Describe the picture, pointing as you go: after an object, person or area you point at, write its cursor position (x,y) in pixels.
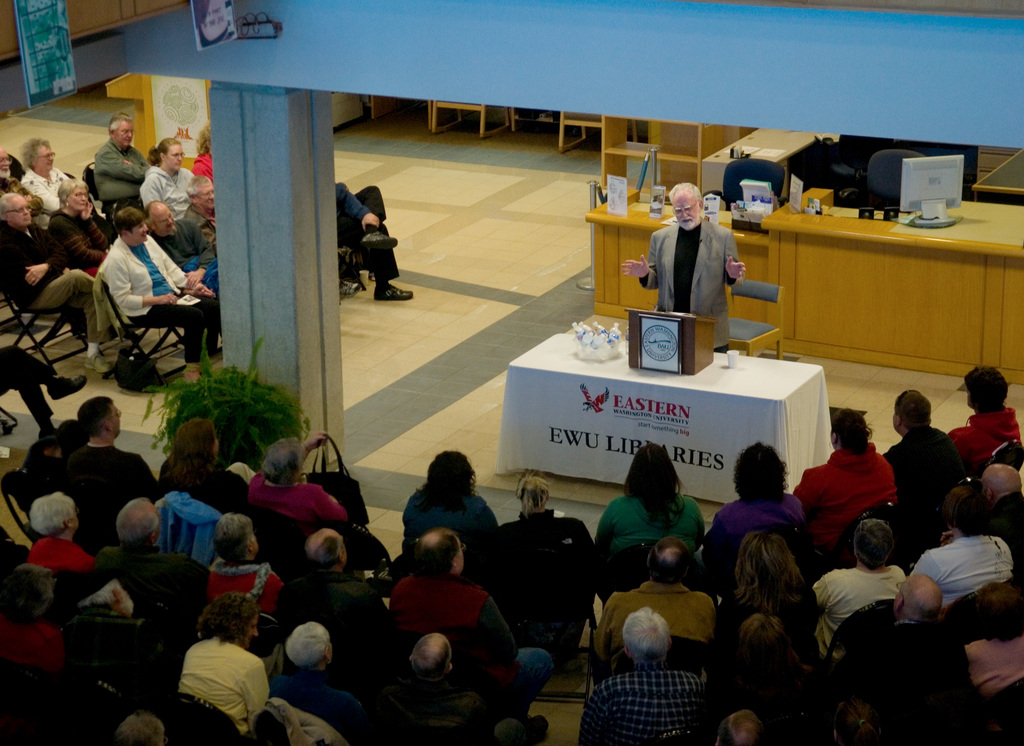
In this picture there is an old man (679,282) who is standing near to the chair (777,344) and table (736,382). On the table (739,402) I can see the wooden box (699,363), cup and water bottles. At the bottom (990,549) I can see many people (733,555) who are sitting on the chair (495,689) and listening to him. On the left (4,183) I can see another group of persons (32,147) who are also listening to him. In the top right corner (930,175) I can see the monitor (926,189), name plate (798,202), pamphlet (791,196), papers (755,199), electronic machines (868,209) and other objects (830,195) on the table (903,226). Beside that I can see that black color chairs (873,192). In the top left corner (36,81) there is a banner (39,51) which is placed near to the wall (11,55).
